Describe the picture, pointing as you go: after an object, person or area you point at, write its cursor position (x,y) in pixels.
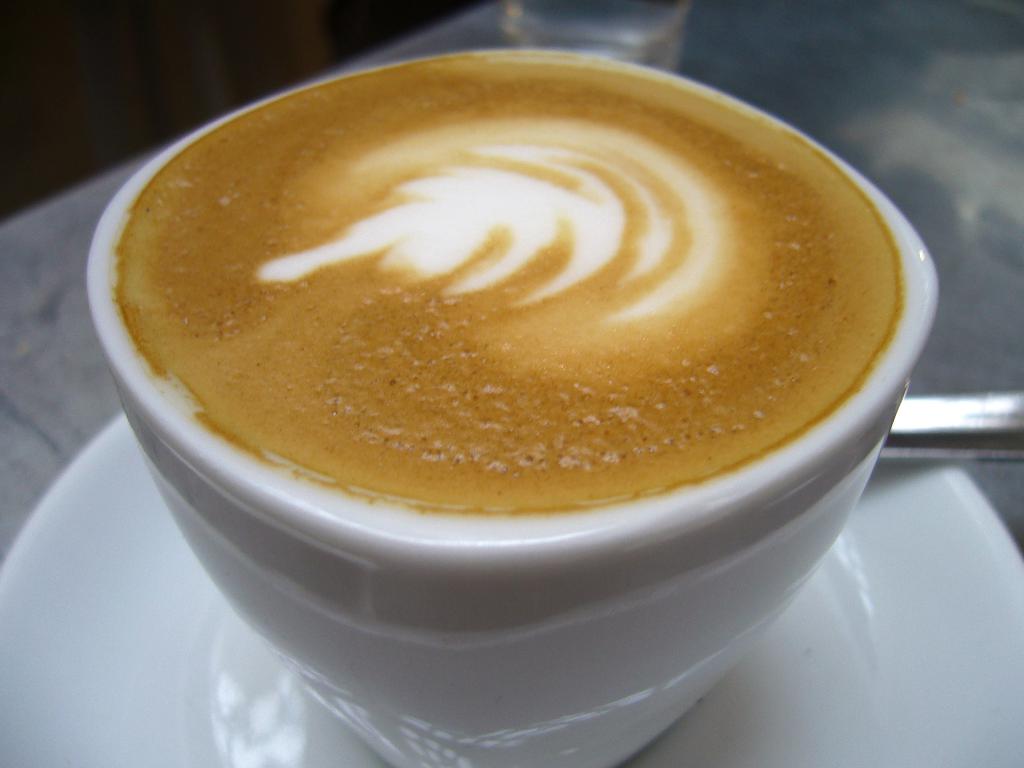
In this image there is a table (66,416) with a glass (596,44), a saucer (964,571), a spoon (965,425) and a cup (439,516) with coffee (344,289) on it.
